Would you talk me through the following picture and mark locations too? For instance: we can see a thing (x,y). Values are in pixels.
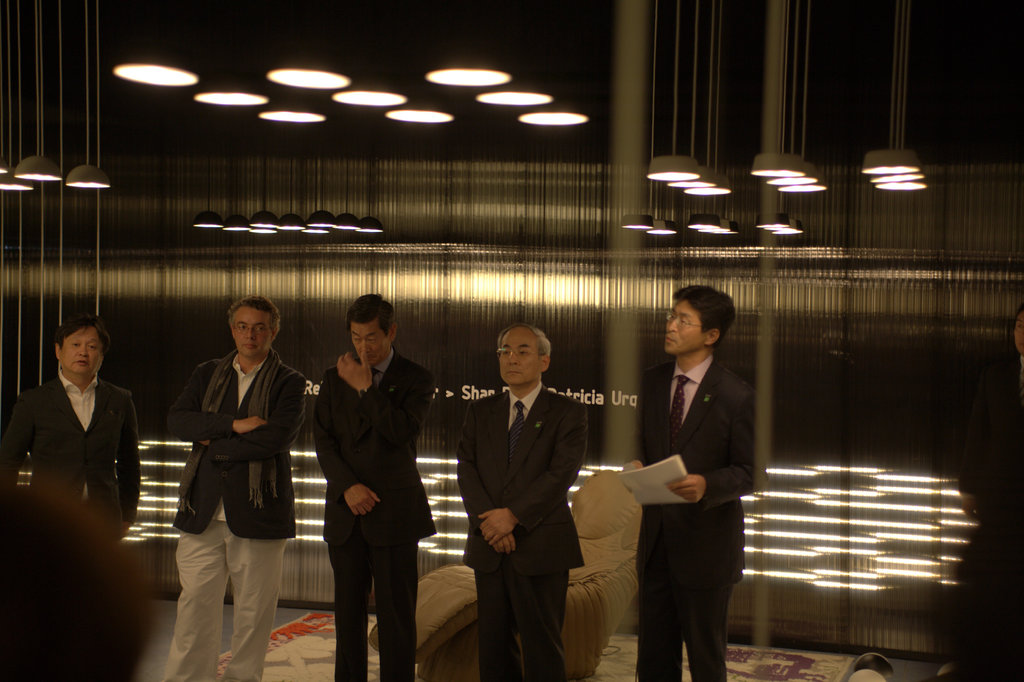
In this image in the center (502,433) there are some persons (468,441) standing and one person (682,443) is holding some papers (675,470). In the background (129,323) there are some lights (847,573), wall (731,357) and some text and chair (588,558). At the top (240,104) there are some lights (871,167).
